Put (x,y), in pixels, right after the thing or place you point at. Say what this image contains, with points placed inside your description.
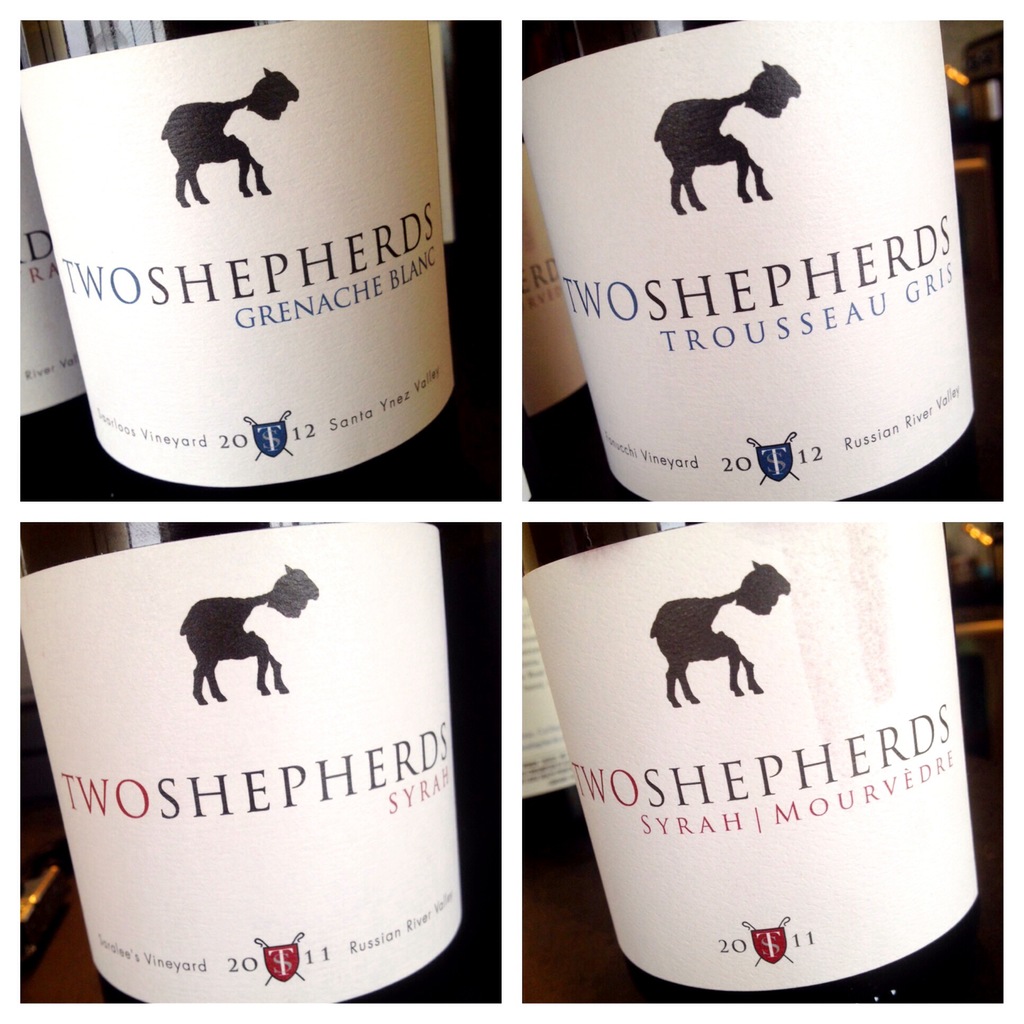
In this image we can see four pictures in which we can see a label (256,285) on the bottle (346,400) which is placed on the surface (494,462). In the background (543,458), we can see a few more bottles (553,466) with labels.
